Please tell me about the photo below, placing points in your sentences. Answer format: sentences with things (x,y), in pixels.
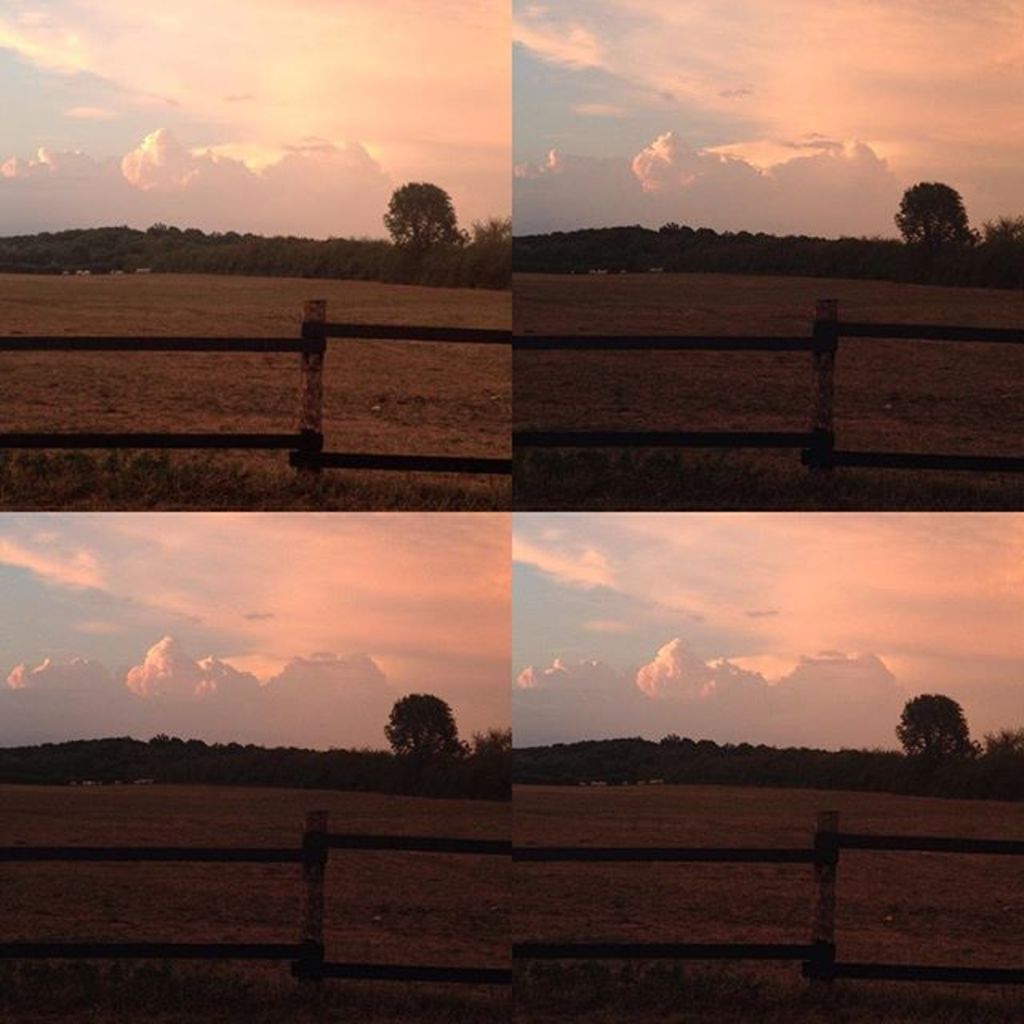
It is a collage picture. On the right side of the picture (811,693), we can see dark images. In these image, we can see trees (1005,253), wooden fence (1009,339), grass (599,921) and cloudy sky (506,614).
